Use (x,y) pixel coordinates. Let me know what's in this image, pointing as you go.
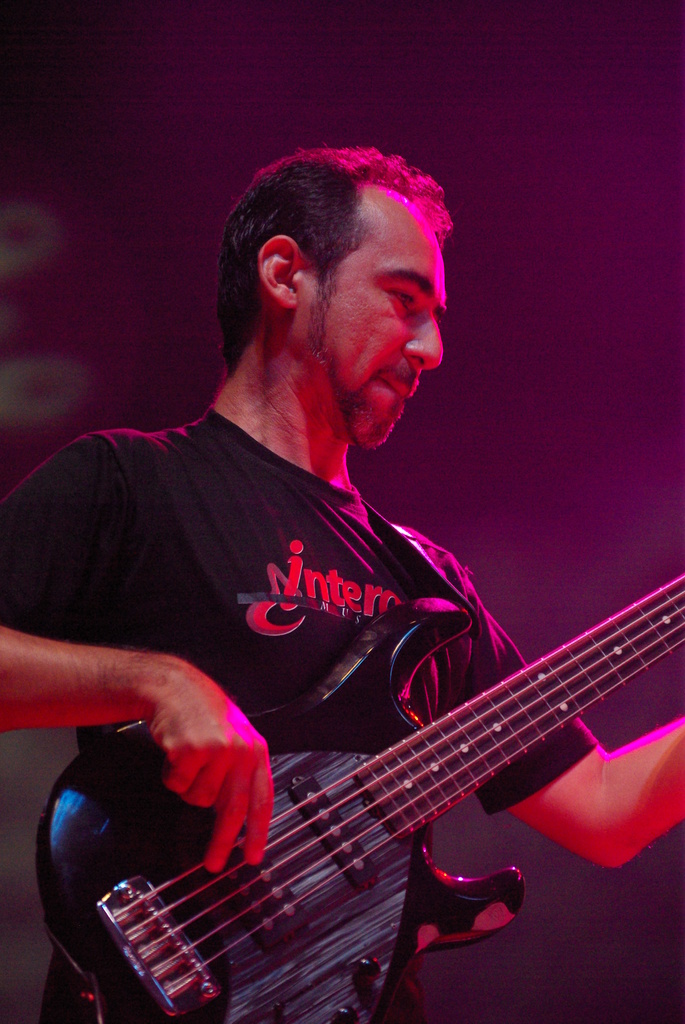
This picture describe that a man (368,575) wearing black t-shirt (268,676) is holding a guitar (275,950) and playing.
